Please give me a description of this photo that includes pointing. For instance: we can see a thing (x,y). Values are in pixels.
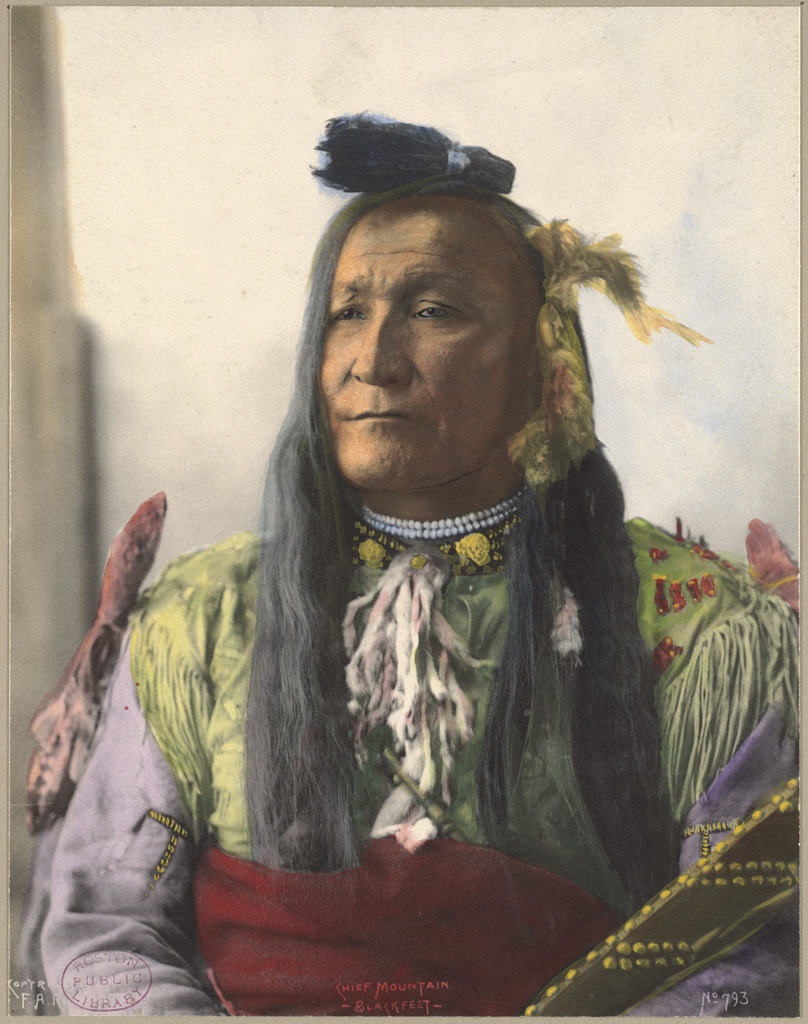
In this picture there is a photo (365,778). In the photo (508,573) there is a man (436,348) who is wearing a shirt (367,753) and necklace (471,523). In the back (667,482) I can see the wall (691,406).
